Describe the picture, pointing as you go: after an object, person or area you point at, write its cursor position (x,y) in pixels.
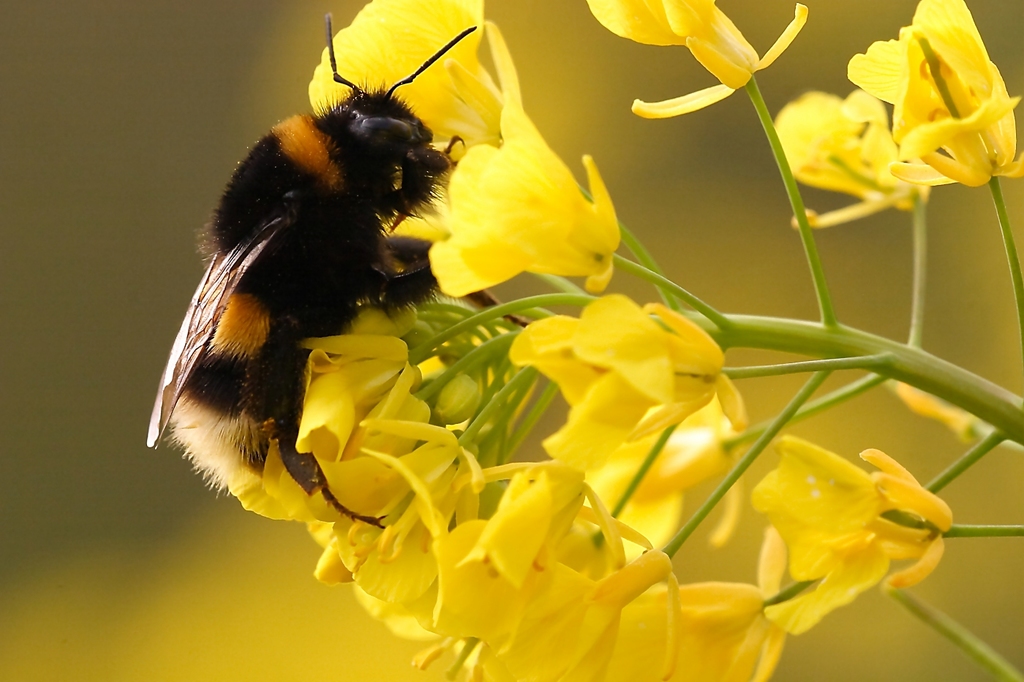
Bumblebee (256,154) is on yellow flowers (371,444). Background it is blur.
